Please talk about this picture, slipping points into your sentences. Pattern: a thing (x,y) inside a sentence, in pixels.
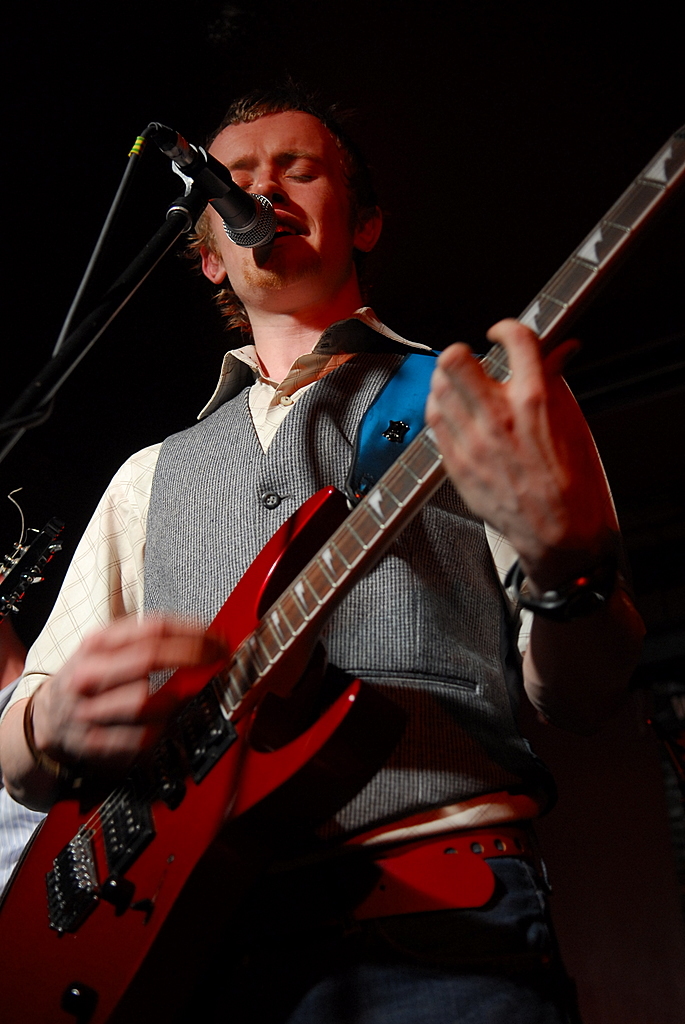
In this image i can see a man (278,742) holding a guitar (241,747) and playing and singing in front of a micro phone (243,226).
